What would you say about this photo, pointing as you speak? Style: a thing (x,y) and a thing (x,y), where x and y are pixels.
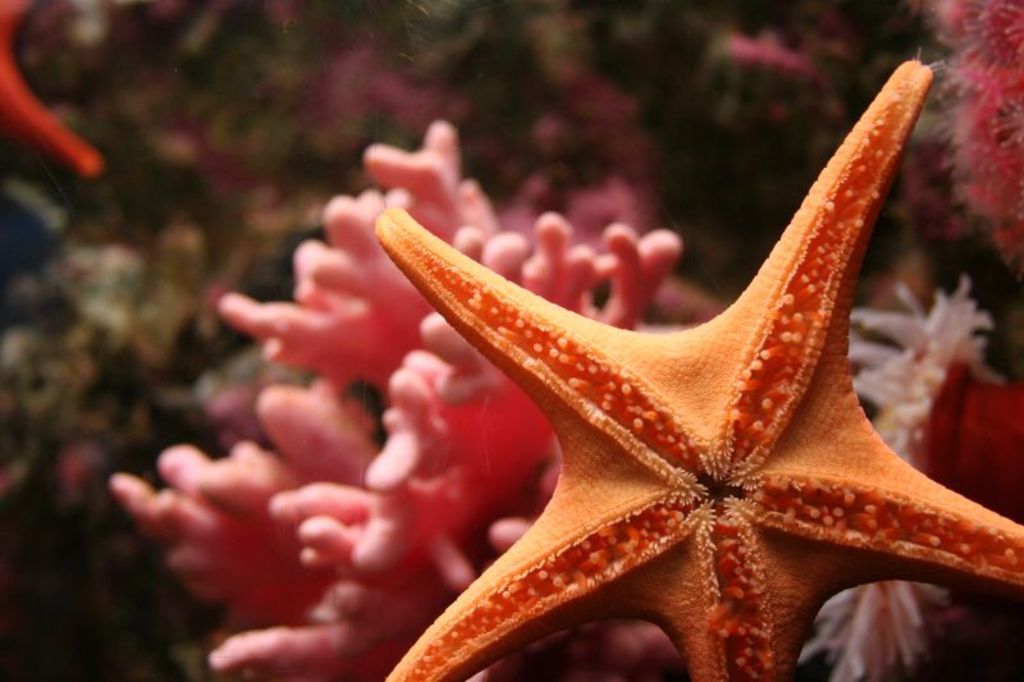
This picture seems to be clicked in the sea (785,209). In the background (807,171) there are a few coral reefs (411,381) and there is a starfish (21,116). On the right side of the image (733,392) there is a starfish (570,496) which is orange in color.
